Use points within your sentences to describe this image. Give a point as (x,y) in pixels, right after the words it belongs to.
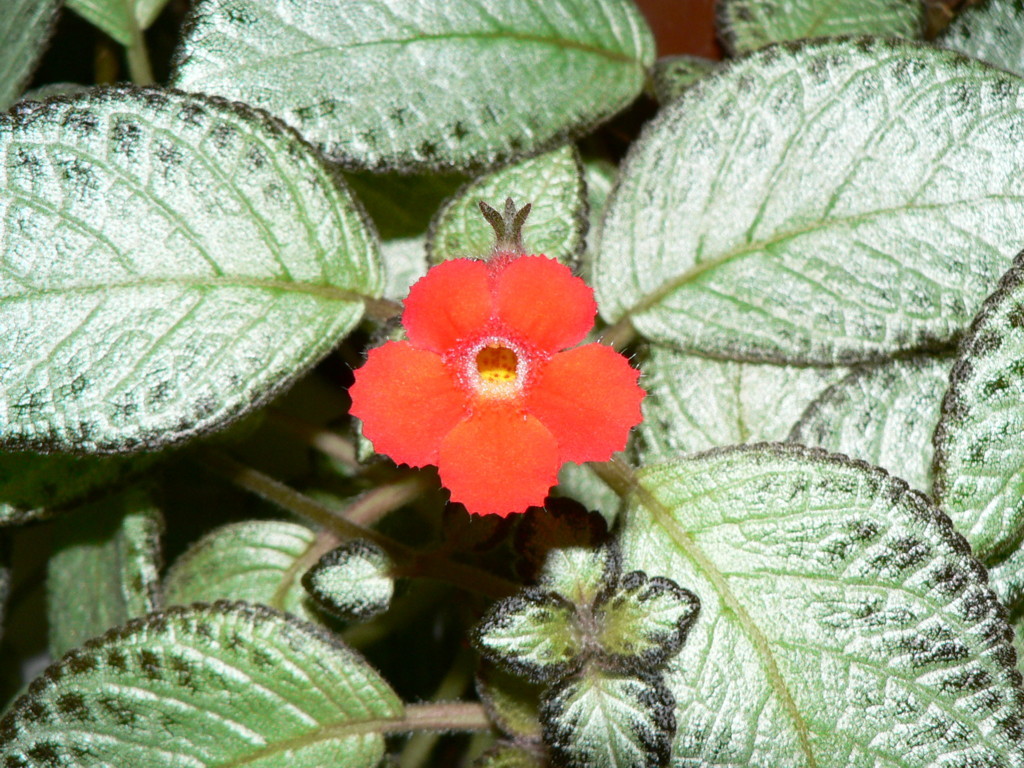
We can see flower (515,325) and green leaves (272,135).
